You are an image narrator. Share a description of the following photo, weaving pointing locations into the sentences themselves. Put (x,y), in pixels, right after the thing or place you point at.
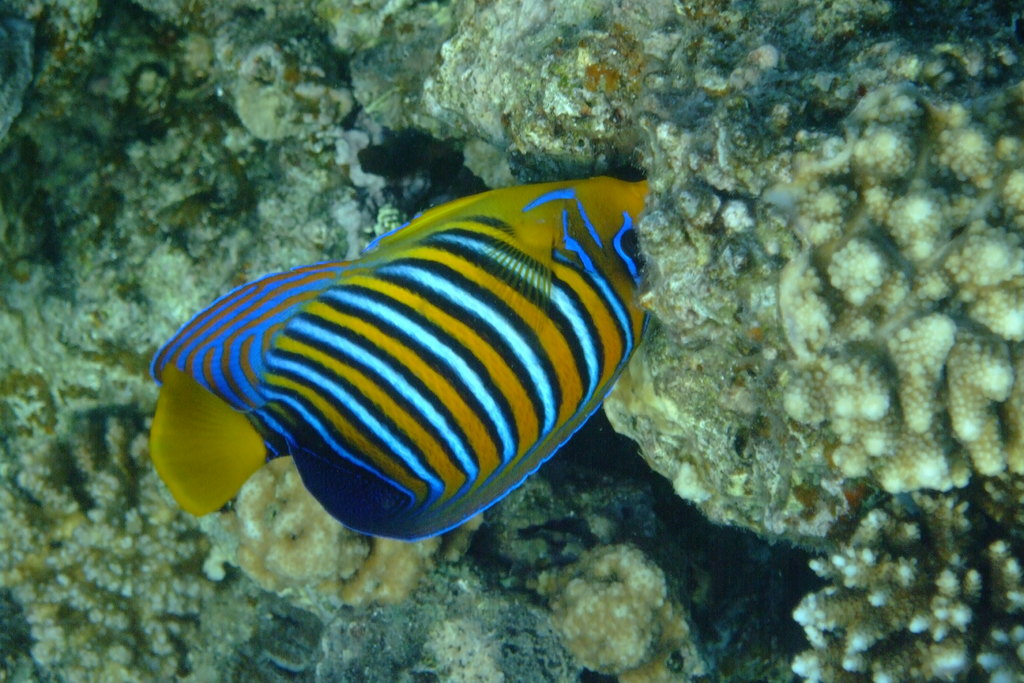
The picture is taken in water (572,172). In the center of the picture (419,279) there is a fish (383,327). In the picture there are coral reefs (557,143).
